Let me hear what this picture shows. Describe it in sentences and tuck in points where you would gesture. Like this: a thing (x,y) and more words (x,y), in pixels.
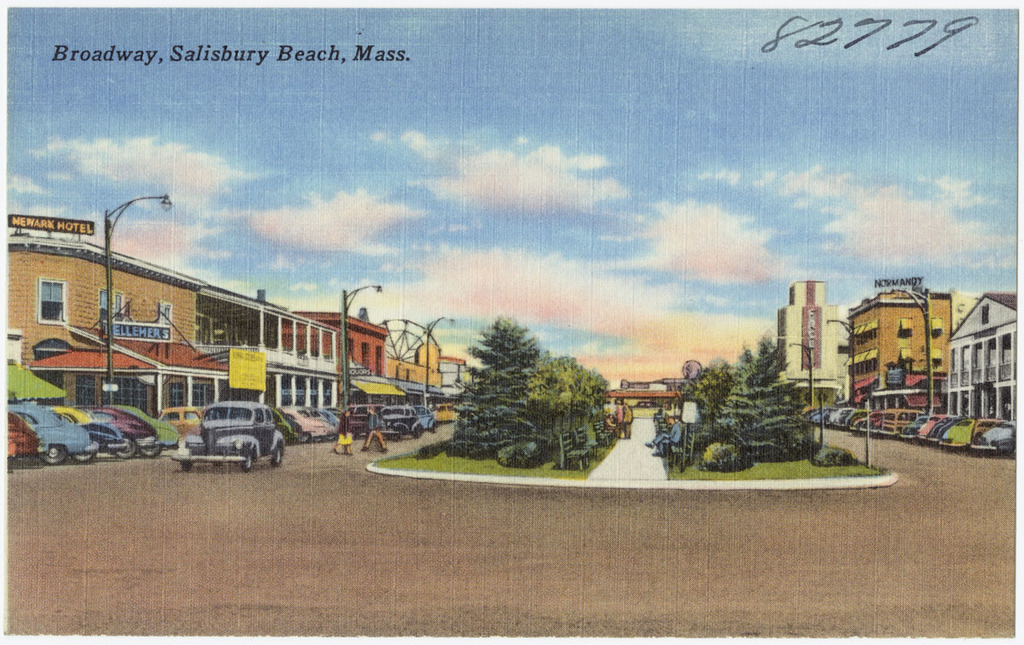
In this image I can see the photography of the vehicles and few people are on the road (644,580). To the side of the road (284,482) I can see many poles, trees (472,412) and the buildings (281,388). I can also see few people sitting on the benches (584,437). In the background (474,276) I can see the clouds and the sky (342,98) and something is written on this image.
